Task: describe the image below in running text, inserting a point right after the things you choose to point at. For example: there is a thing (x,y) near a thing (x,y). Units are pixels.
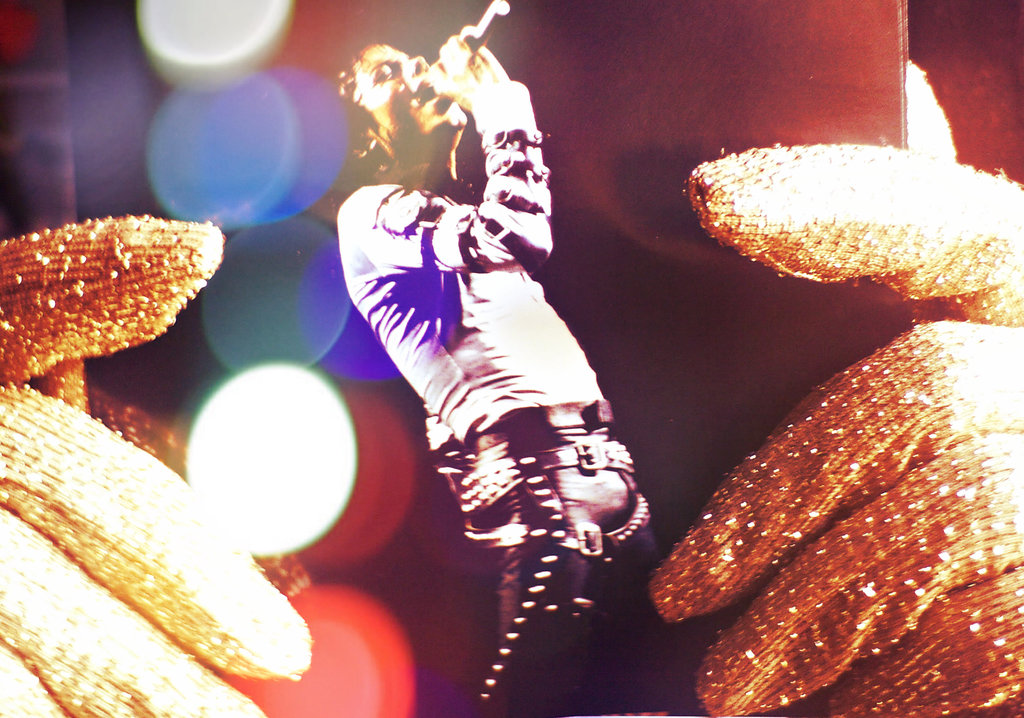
In this picture I can observe a man (477,372) in the middle of the picture (470,357). He is holding a mic (474,43) and singing. In the background (247,413) I can observe red, blue and white color lights (282,395). On either sides of the picture I can observe gloves (770,494).
